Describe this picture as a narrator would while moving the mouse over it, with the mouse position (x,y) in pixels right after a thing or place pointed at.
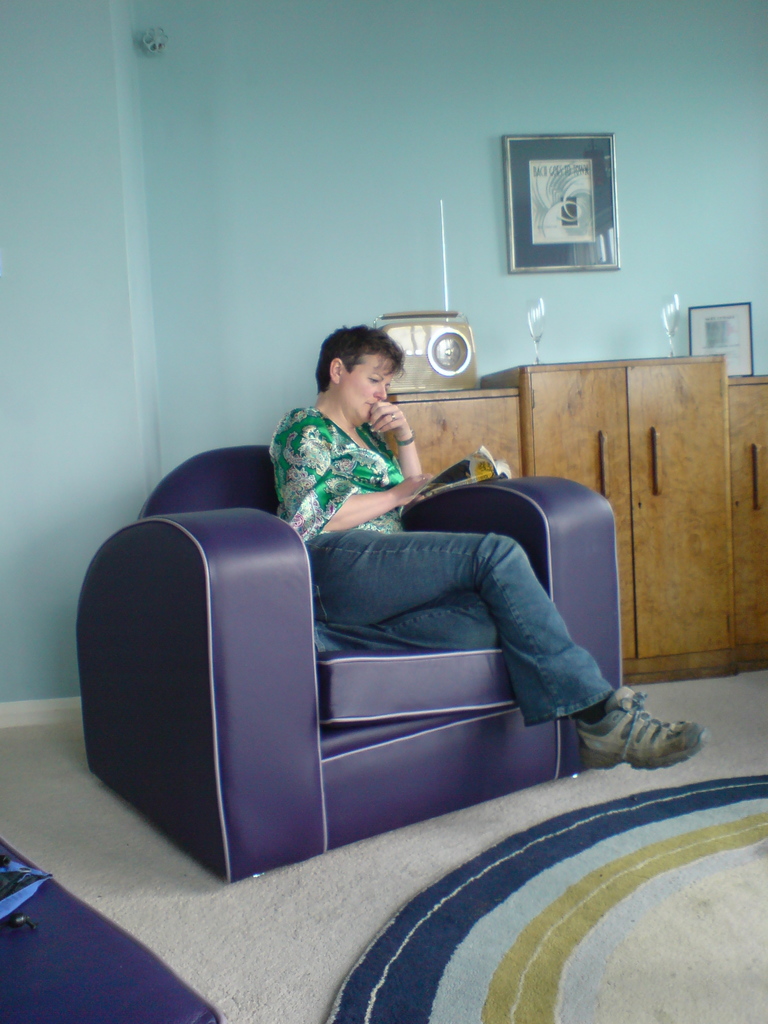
This is a picture taken in living room (357,312). In the center of the picture (425,503) there is a violet couch (367,722), on the couch (543,743) there is a woman (540,669) sitting and reading a book (470,468). On the left (26,903) there is a couch (43,916). on the top left (45,58) there is wall (45,243). In the right (619,868) there is a mat (621,906). In the center of the picture (508,409) there is a closet (668,504), on the closet (454,393) there is a radio (475,355), glasses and frames (713,312).
